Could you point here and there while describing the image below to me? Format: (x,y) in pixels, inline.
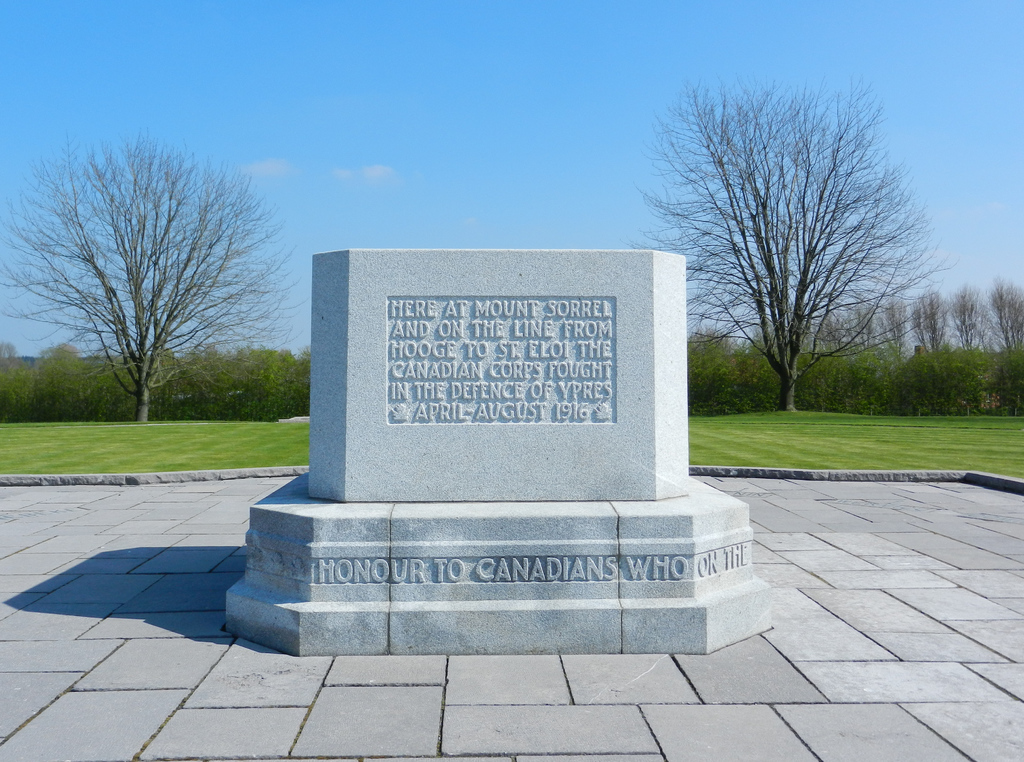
In this image there is a floor (221,671), On the floor (905,552) there is a stone (657,605) with the text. And at the background (208,444) there is a grass (756,433), Trees (835,352) and a sky (547,146).
